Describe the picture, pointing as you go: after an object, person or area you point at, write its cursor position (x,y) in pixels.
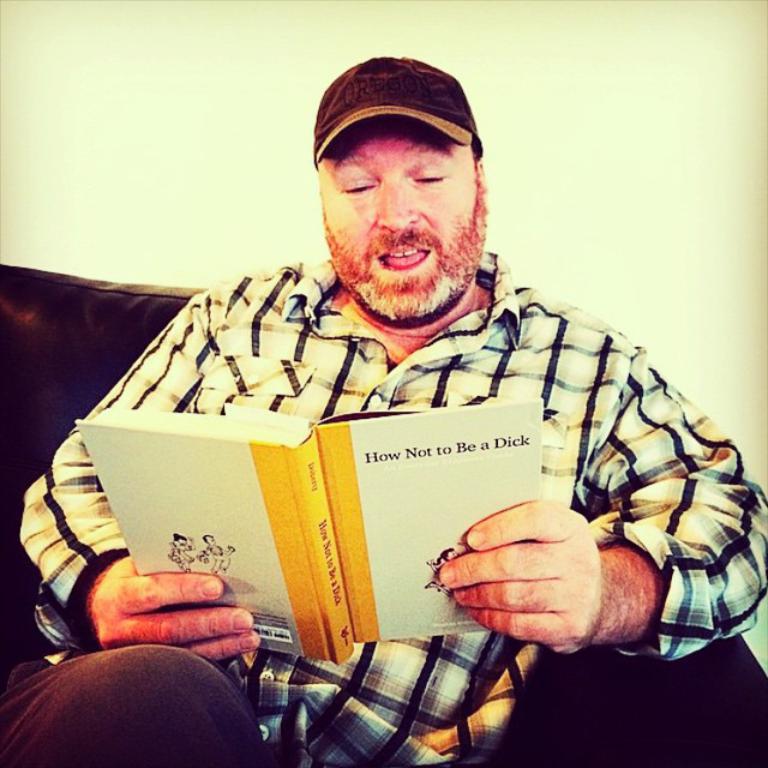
In the center of the image (346,281) there is a person (280,377) sitting in the sofa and holding a book (350,506). In the background (391,43) there is a wall (190,13).
